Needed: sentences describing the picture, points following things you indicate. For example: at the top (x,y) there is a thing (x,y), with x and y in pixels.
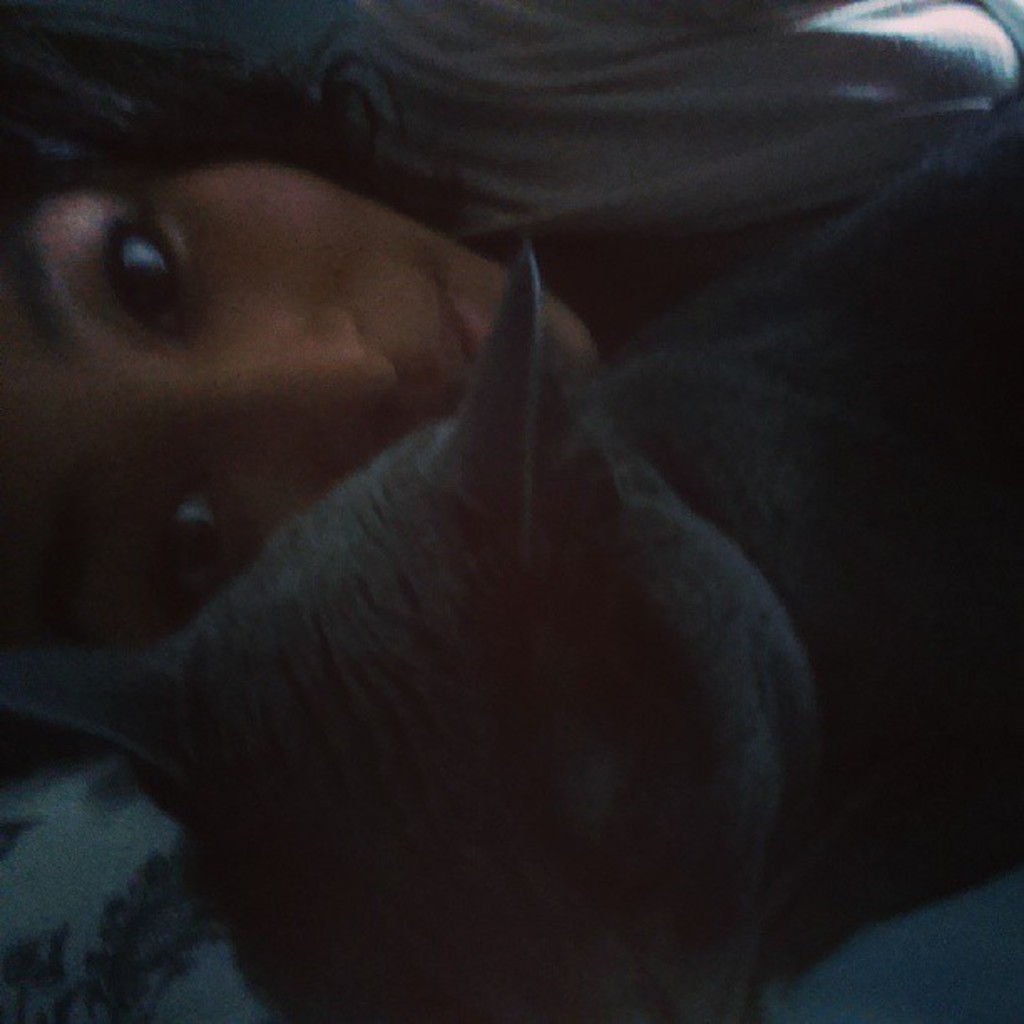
In this image we can see a girl (477,276), beside the girl (399,328) there is a cat (630,782).
